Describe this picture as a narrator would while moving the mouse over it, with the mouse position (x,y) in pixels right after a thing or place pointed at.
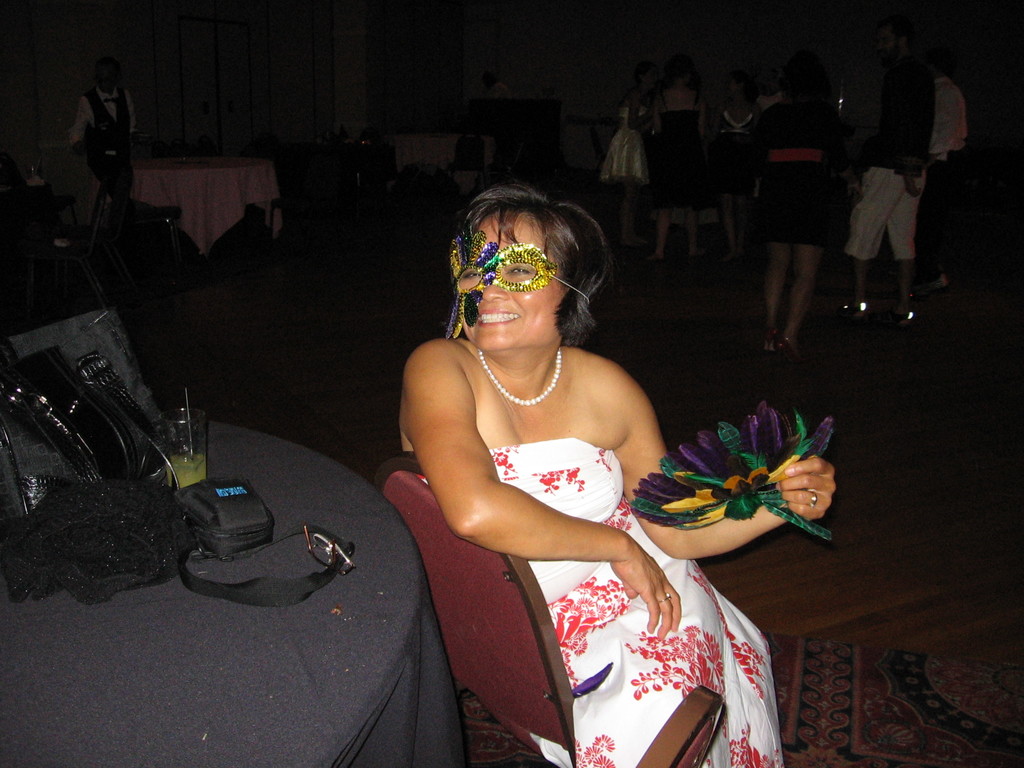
In this picture I can see a person (569,445) with a smile and wearing mask (466,290) on the eyes (470,278). I can see a few people (768,190) standing on the right side (783,234). I can see tables (398,679). I can see the chairs (434,581).
